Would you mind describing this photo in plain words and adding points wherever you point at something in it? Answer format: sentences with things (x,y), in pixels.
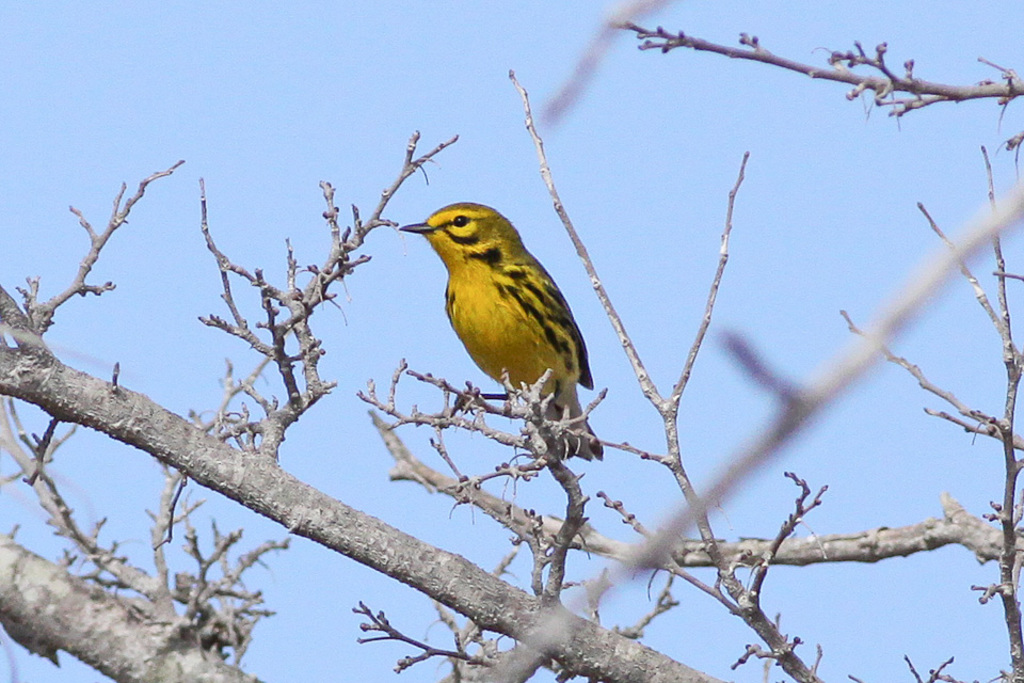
In this image there is a tree (408,577). In the center (495,244) we can see a bird (490,364) on the branch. In the background (351,159) there is sky (258,148).
